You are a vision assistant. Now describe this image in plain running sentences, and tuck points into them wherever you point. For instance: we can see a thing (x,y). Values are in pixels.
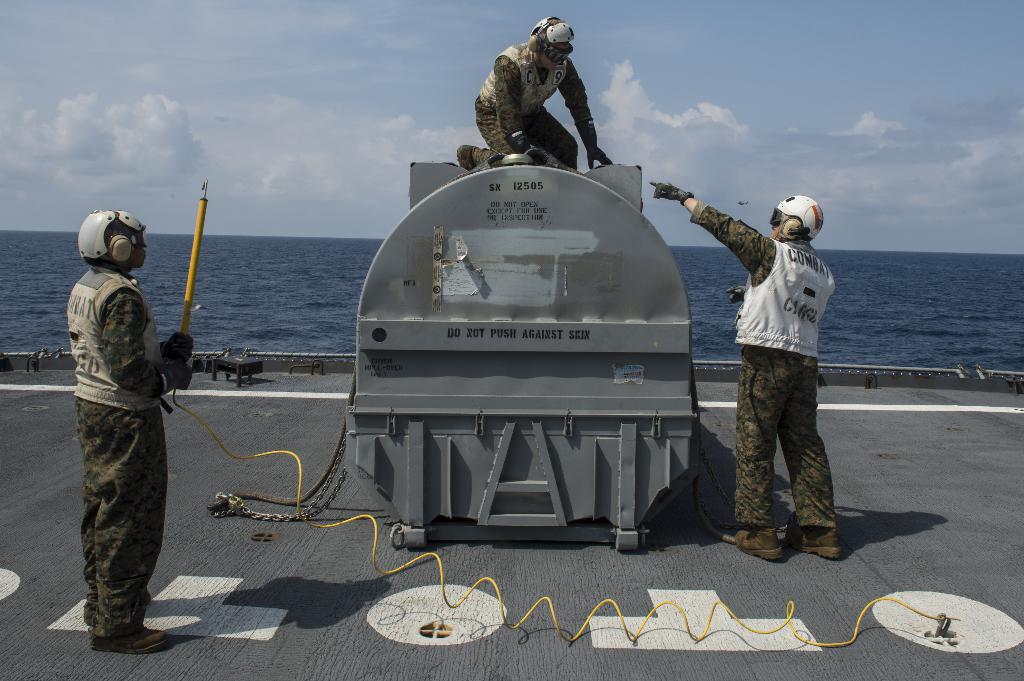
In this image we can see two people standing on a ship (491,546). In that a man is holding a metal rod (200,225) connected with wire (718,603). We can also see a chain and a person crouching on a container (500,475). On the backside (359,263) we can see a large water body (340,273) and the sky (315,157) which looks cloudy.
